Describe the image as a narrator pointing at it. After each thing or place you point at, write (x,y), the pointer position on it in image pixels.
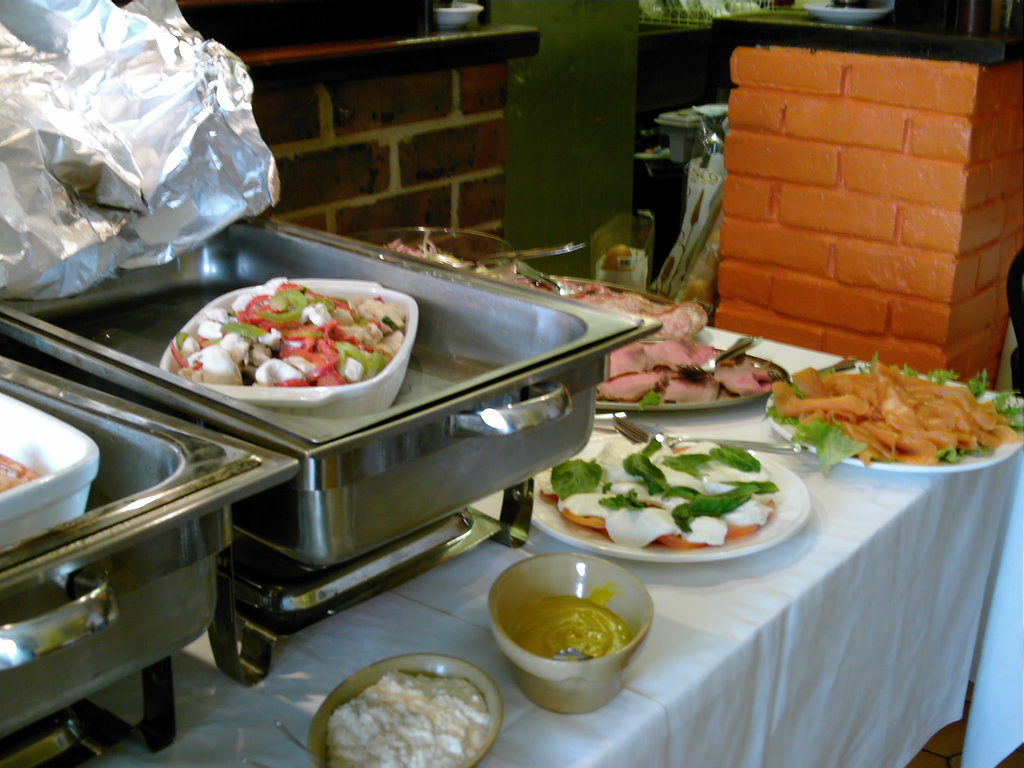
To the bottom of the image (639,684) there is a table (179,714) with white cloth (188,705). On the table (729,676) to the left side (93,448) there are steel trays (79,649) with white color bowls (72,450) with food items (306,359) in it. Above the steel tray (126,382) there is a silver foil (126,166). On the table (509,724) there are bowls (572,591) and plates (714,407) with food items (572,608) and also there are spoon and forks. Behind the table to the right side of the image (747,237) there is a pillar (852,166) with bricks (839,229) and bowl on it. Behind the table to the left side (325,106) there is a brick wall (378,110).
